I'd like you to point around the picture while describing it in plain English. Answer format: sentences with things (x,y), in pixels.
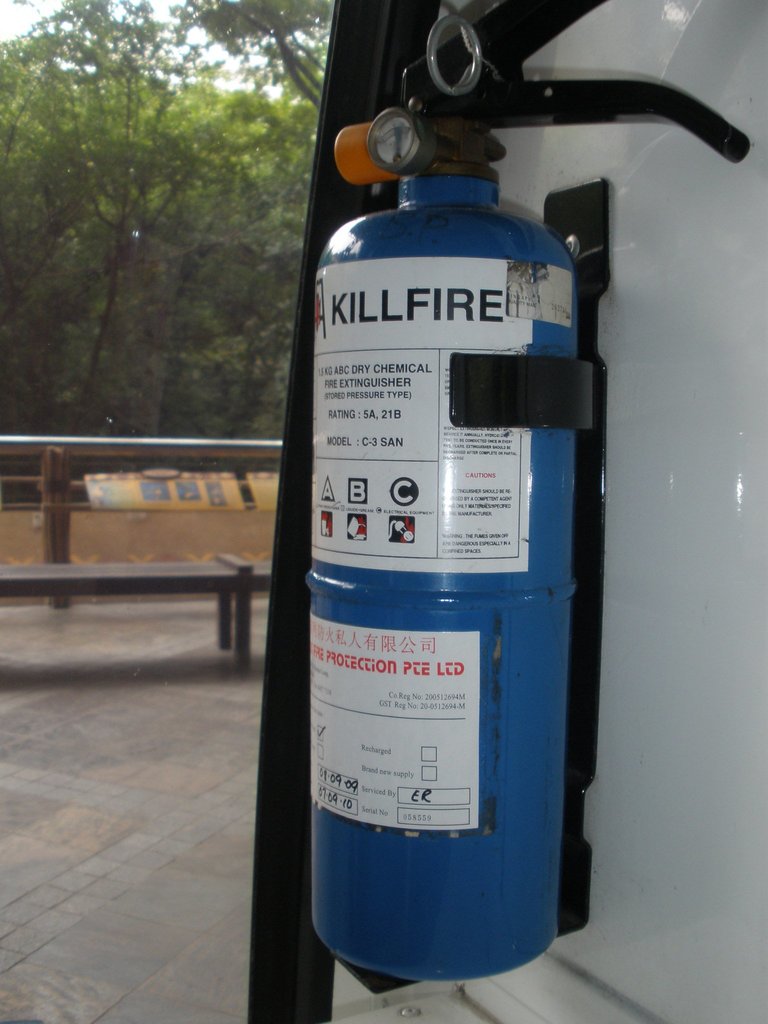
In this image we can see a fire extinguisher (384,630) hanged to a wall (618,738). On the backside (8,561) we can see a bench (46,591), fence (0,445) and some trees (128,352).
